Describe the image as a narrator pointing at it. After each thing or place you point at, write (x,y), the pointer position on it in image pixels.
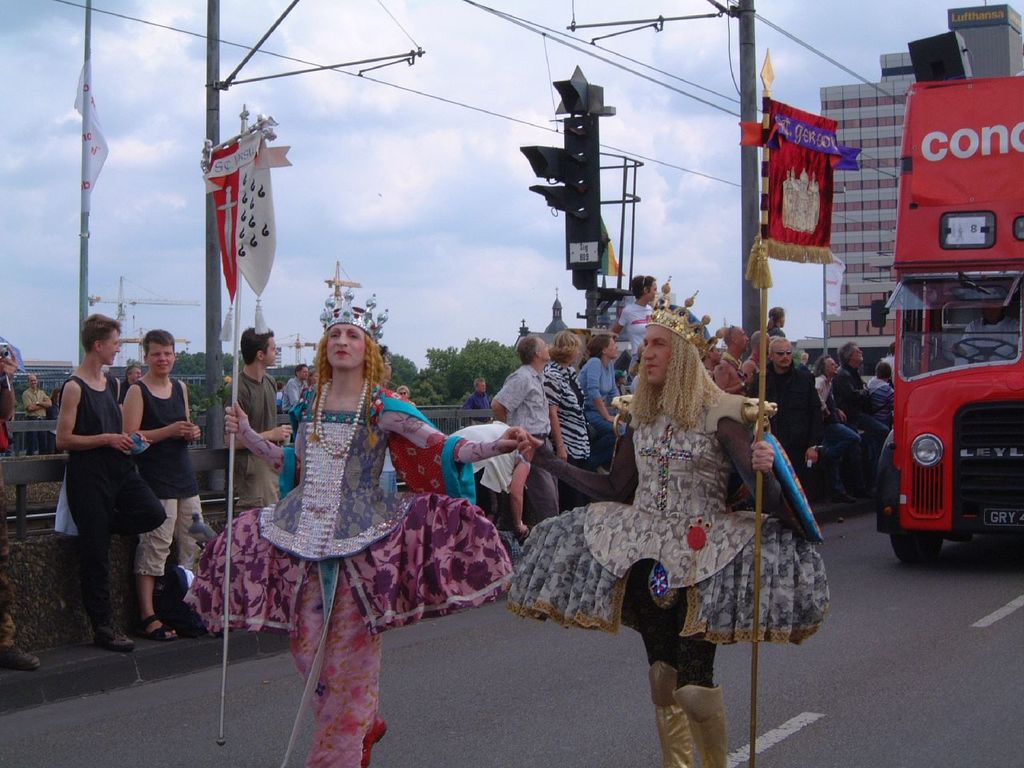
In this image I can see some people (392,512). On the right side (939,400), I can see a vehicle (898,392). In the background (699,285), I can see the buildings (859,180) and clouds (431,137) in the sky (406,128).
